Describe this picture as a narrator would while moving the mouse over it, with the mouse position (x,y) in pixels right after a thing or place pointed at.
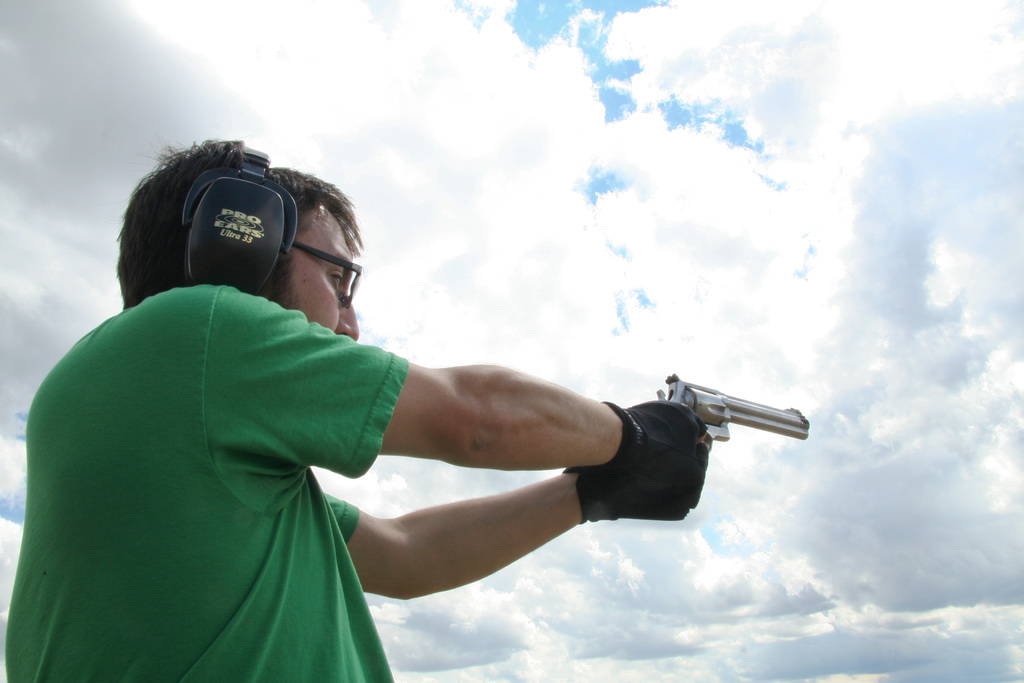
In front of the image there is a person (554,439) holding the gun (707,404) in his hands (654,440). In the background of the image (851,118) there are clouds (691,161) in the sky (691,161).
